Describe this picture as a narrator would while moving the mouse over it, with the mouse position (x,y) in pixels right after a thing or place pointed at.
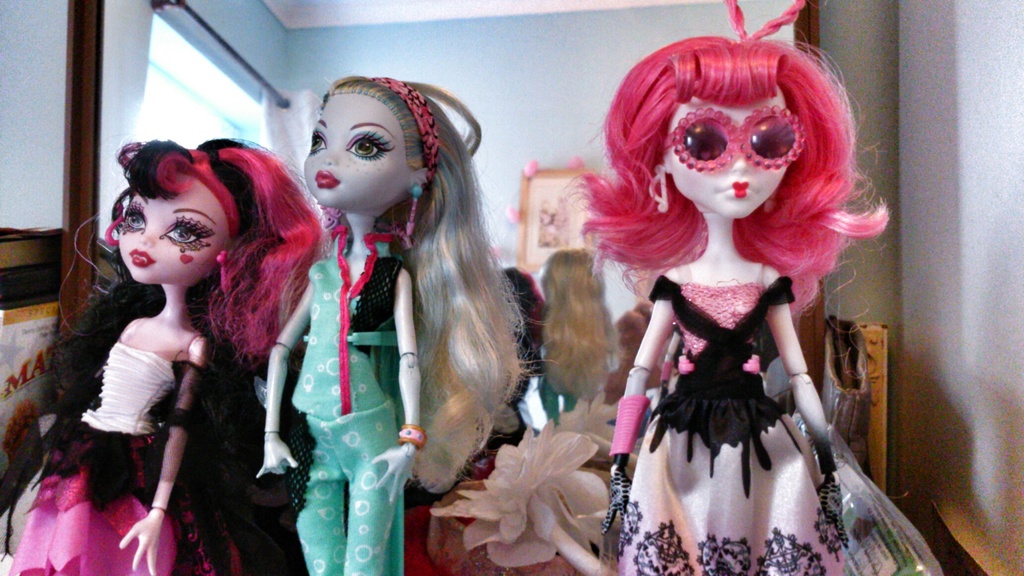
In this image there are dolls (704,322). In the background (628,24) there is a wall (463,34) and we can see a frame (555,181) placed on the wall (4,104). On the left (123,137) there is a curtain (313,126) and we can see a window (182,118).
